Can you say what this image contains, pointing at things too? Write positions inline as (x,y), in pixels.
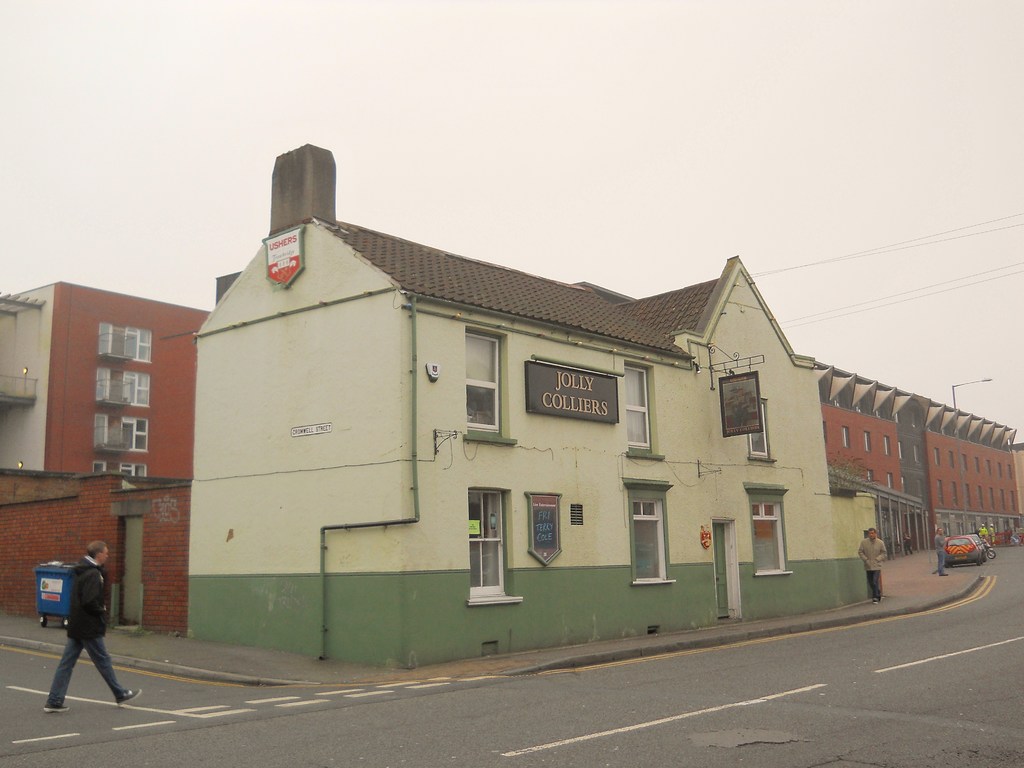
There are buildings (491,393) with windows (642,412). On the building (627,408) there are boards (615,410) with something written. Also there is a door (730,542). Near to the building (571,574) there is a sidewalk (196,646) and road (622,670). Also there are few people (940,562). In the back (957,553) there are vehicles (957,546). In the background (869,252) there is sky (611,112).
